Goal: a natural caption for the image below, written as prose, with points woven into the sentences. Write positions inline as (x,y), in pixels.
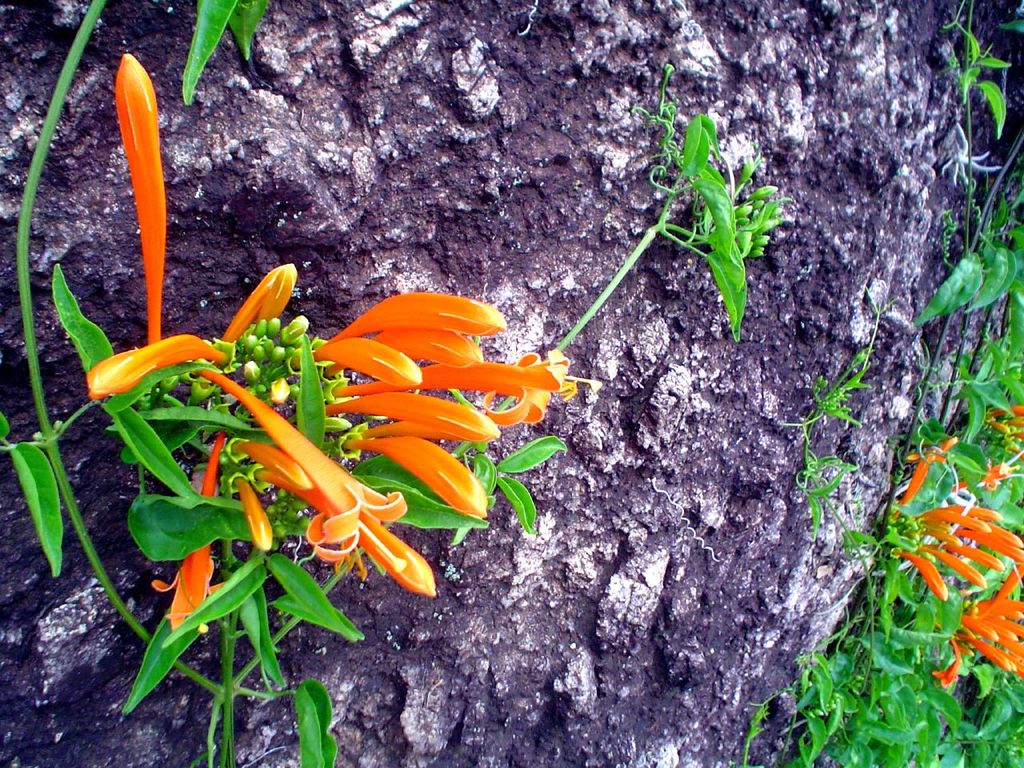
In the image there is a stone (69,97). On the stone (79,209) there is a creeper (886,612) with stem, leaves (156,375), flowers (153,328) and buds (157,313).
